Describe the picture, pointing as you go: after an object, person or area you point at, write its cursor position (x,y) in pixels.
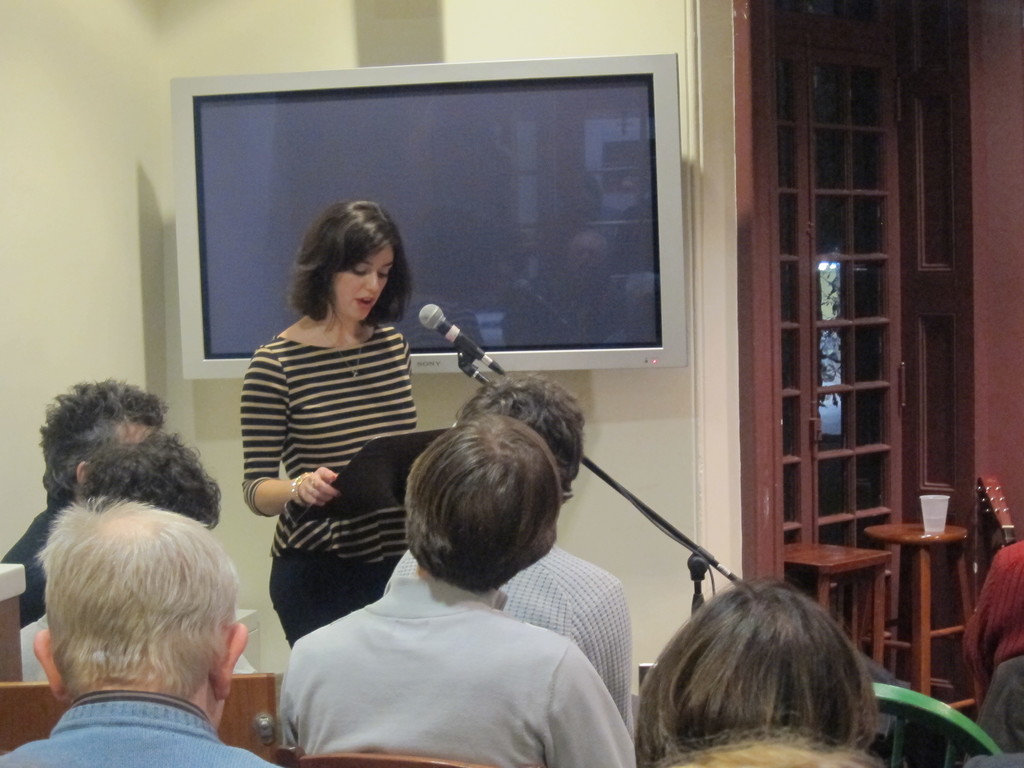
This image consists of few persons (468,638). It looks like a classroom. In the front (340,420), we can see a woman (328,414) standing and talking in a mic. In the background (505,284), there is a screen (584,304) hanged to the wall (57,262). On the right (897,510), we can see the stools (912,526) and a door (878,449) along with a guitar (1009,536).
